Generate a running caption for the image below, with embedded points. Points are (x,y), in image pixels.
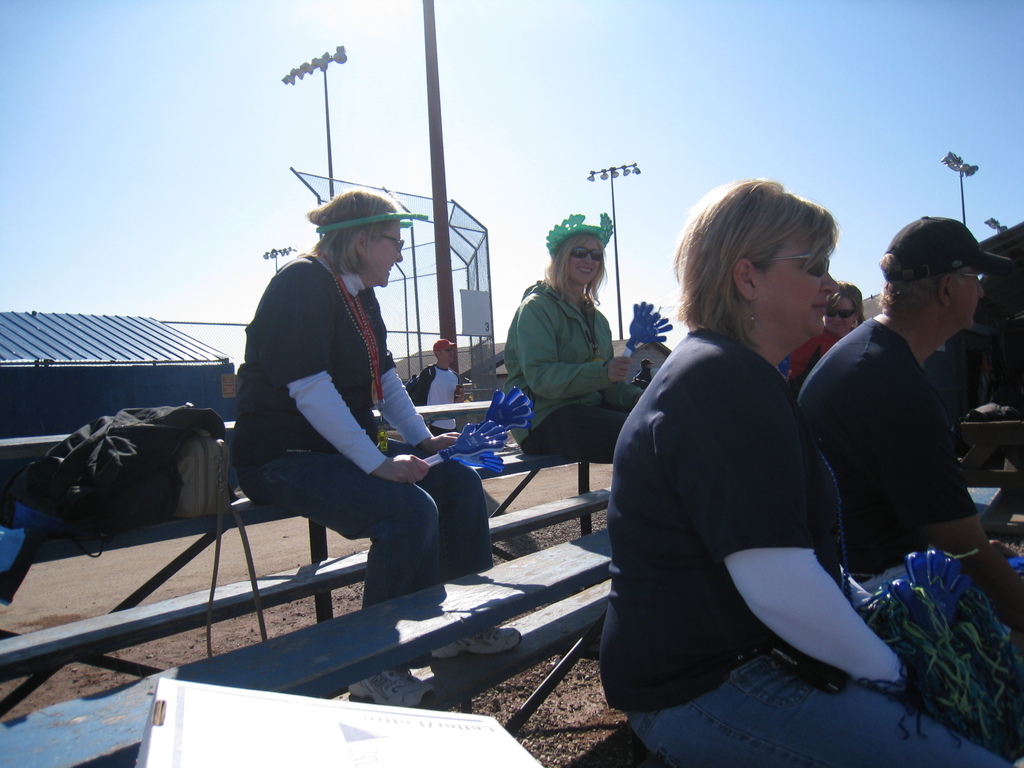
In this picture we can see there is a group of people (434,442) sitting on the benches (552,514) and few people (397,475) are holding some objects (481,460). Behind the people (421,507), there is a person (450,388) standing. On the left side of the people (421,491), there is a bag (195,482) and a black object (147,459). There are poles (442,235) with lights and there is an object (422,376). On the left side of the image (160,337), it looks like a shed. At the top of the image (610,110), there is the sky (640,91).
